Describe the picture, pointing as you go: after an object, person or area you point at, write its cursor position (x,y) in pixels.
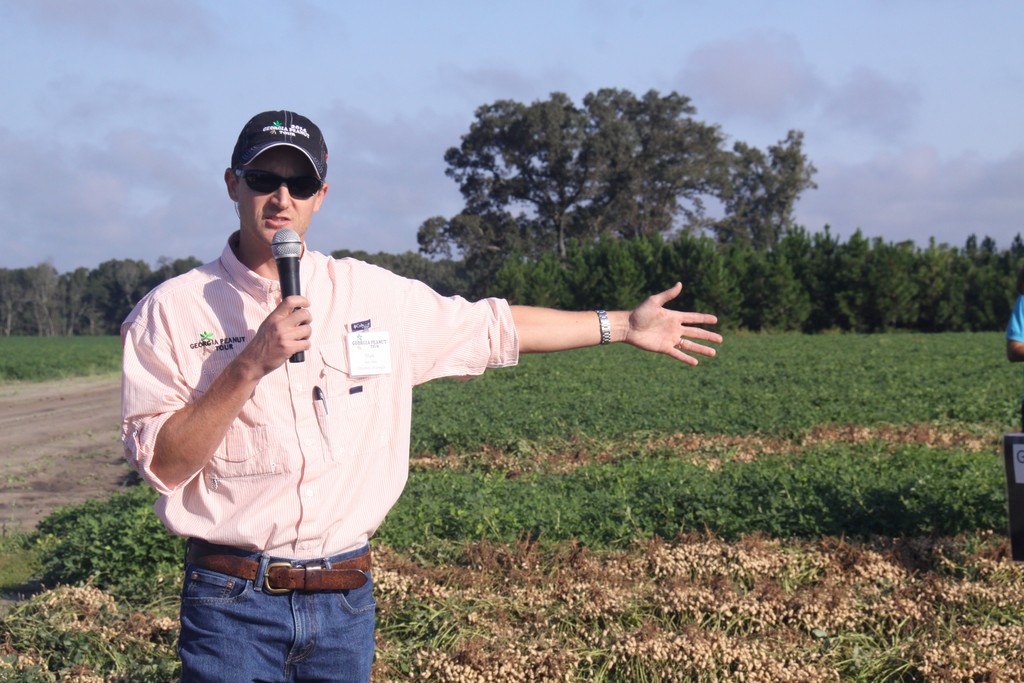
In this picture we can see a person (323,310) holding a microphone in his hand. We can see another person (1021,318) and an object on the right side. There are some plants (475,458) and a few trees (60,335) in the background (60,335). Sky (509,41) is cloudy.
